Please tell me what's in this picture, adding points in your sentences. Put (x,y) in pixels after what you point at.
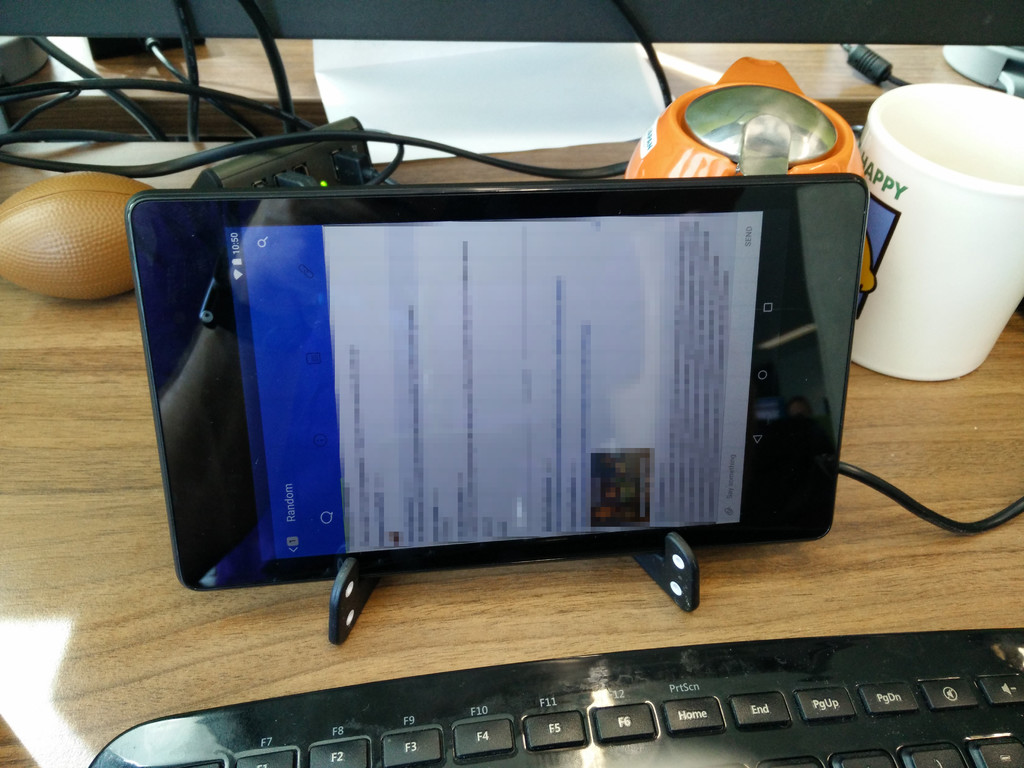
In this image we can see a gadget (383,300), here is the screen (510,304), at behind here is the white color cup (911,239) on the table (88,344), here is the wire (267,108), here is the keyboard (568,712) on it.
